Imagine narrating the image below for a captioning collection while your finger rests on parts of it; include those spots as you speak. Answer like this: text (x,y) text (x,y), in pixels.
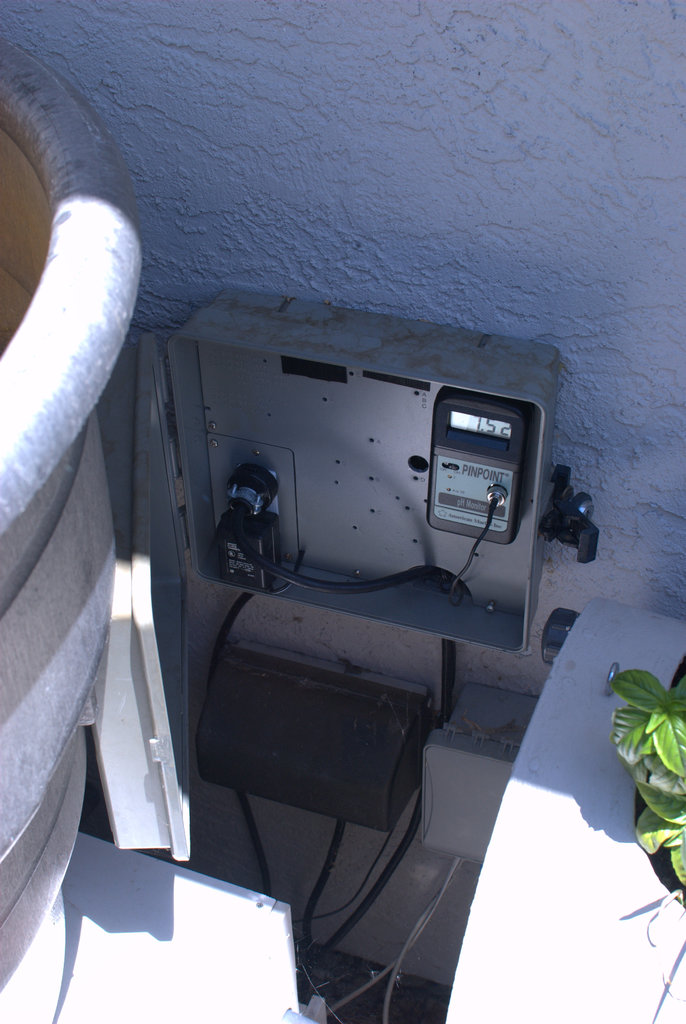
In this image I can see electric-meter (492,533) and a box (268,402) is attached to the white wall (519,305). I can see few leaves (672,781) and wires (320,890). I can see a white color object (52,594).
